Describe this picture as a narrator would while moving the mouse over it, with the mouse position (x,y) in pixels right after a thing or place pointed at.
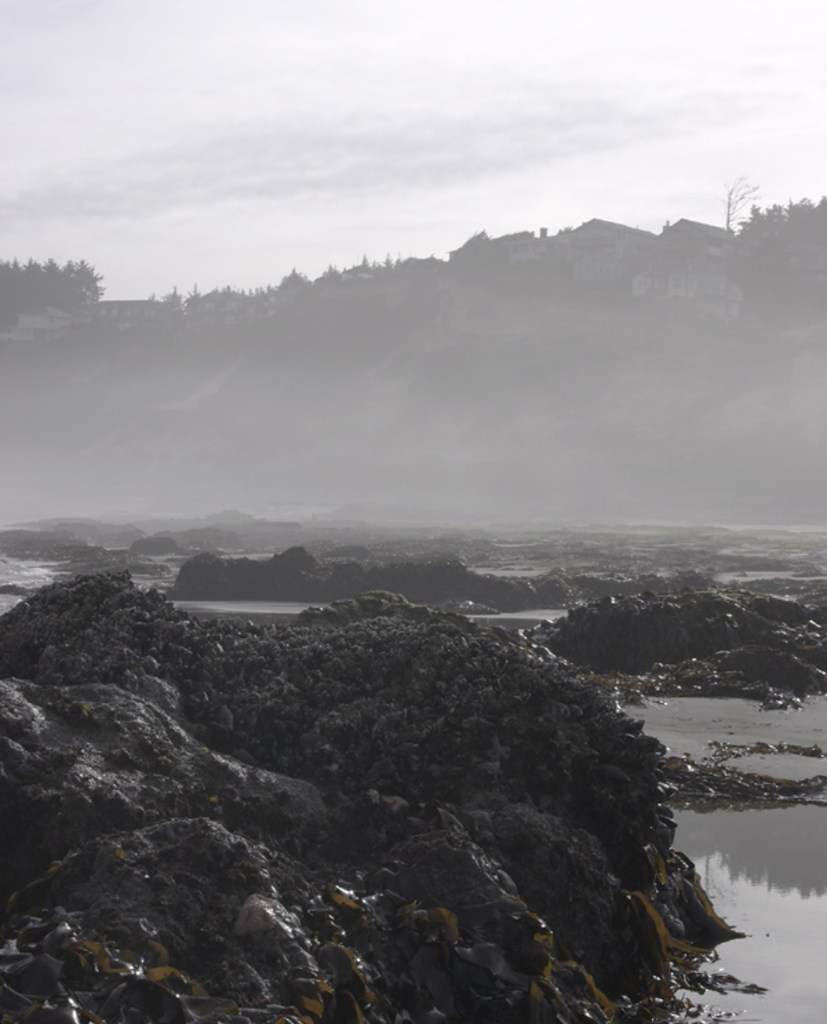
In this image we can see mountains (464,719) and the water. On the backside (596,469) we can see mountains (362,393), trees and the sky (436,142) which looks cloudy.
